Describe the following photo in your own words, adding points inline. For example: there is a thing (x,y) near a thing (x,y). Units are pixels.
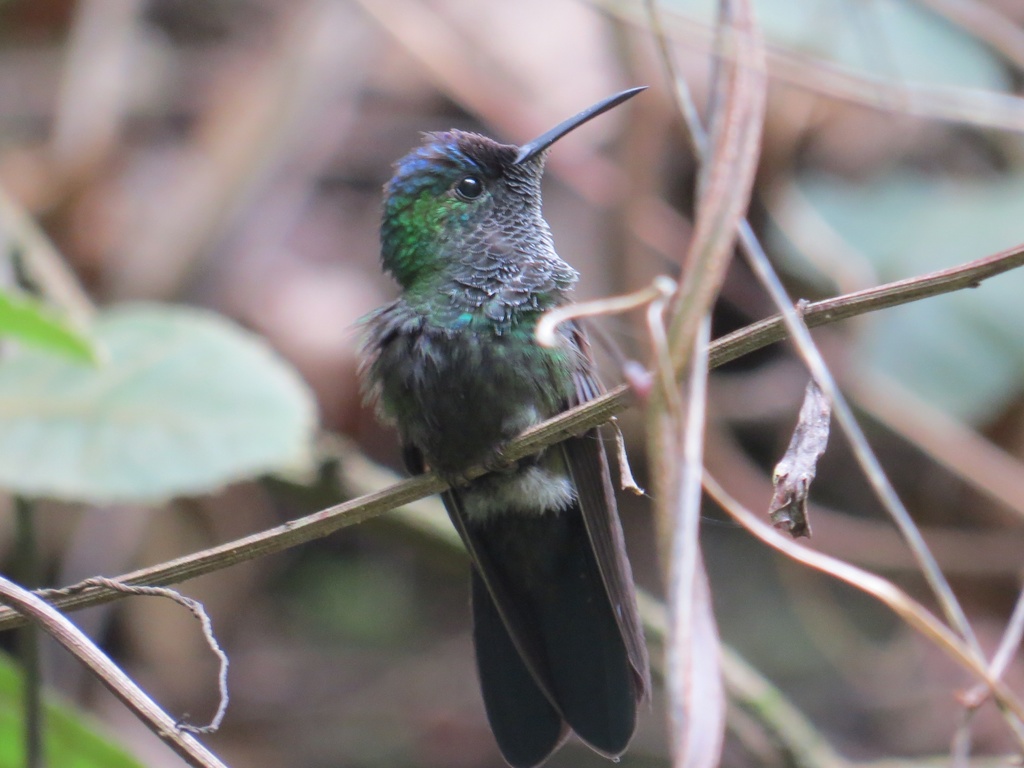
As we can see in the image in the middle (529,402) there is a black color bird (488,477) and on the left side (219,469) there is leaf (156,471).
